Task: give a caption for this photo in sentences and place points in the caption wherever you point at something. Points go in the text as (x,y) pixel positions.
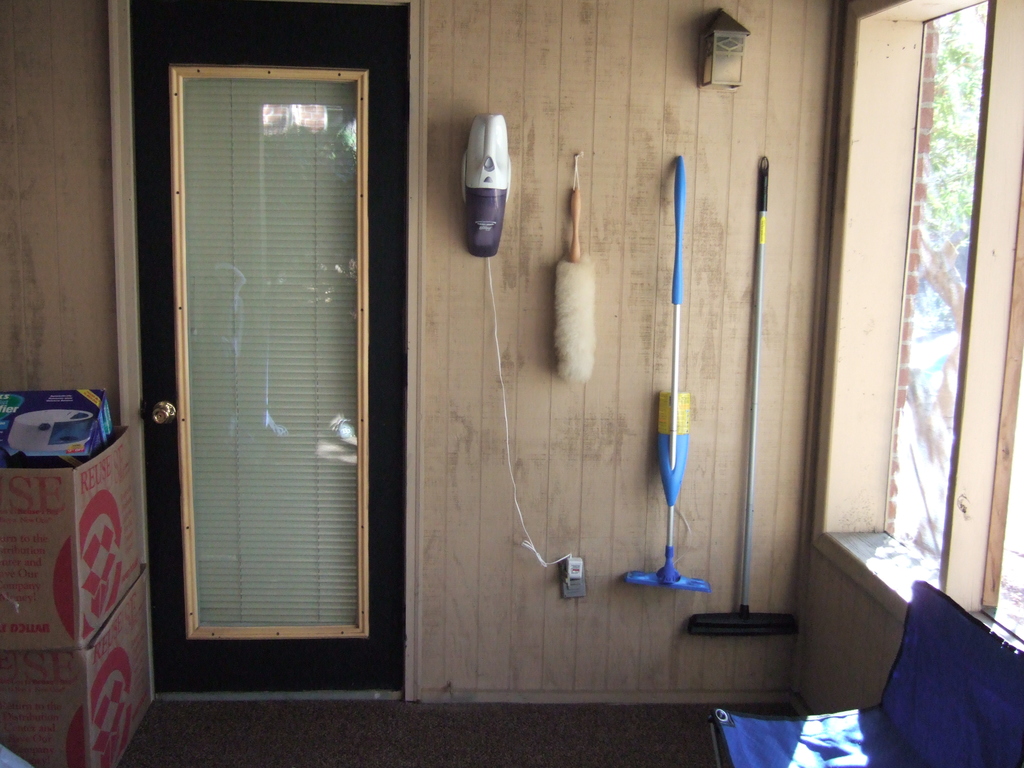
This picture is clicked inside the room (408,535). At the bottom of the picture (1009,689), we see a blue chair (899,670). Beside that, we see a window (950,423) from which we can see trees (951,265). Beside that, we see a wall (620,515) on which wipers (663,484), a brush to clean the dirt and an electronic good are placed. Beside that, we see a door (240,374). In the left bottom of the picture (94,624), we see carton boxes (111,594).
